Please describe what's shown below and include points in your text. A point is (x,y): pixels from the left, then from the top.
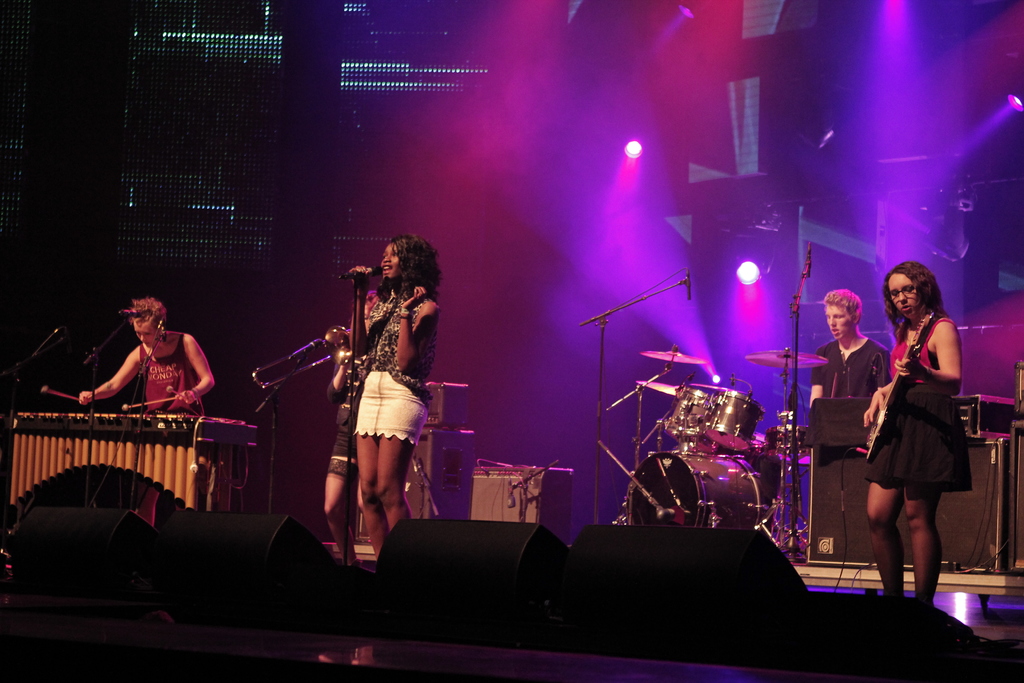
In this image the people (833,371) are standing on the stage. The girl (409,370) wearing white mini skirt (390,378) is singing. The man (840,381) on the right side (837,339) wearing black t shirt (847,369) is playing drums (779,362). The girl (879,406) wearing black dress (936,463) is playing guitar (875,425). In the background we can see show lights (367,78).
